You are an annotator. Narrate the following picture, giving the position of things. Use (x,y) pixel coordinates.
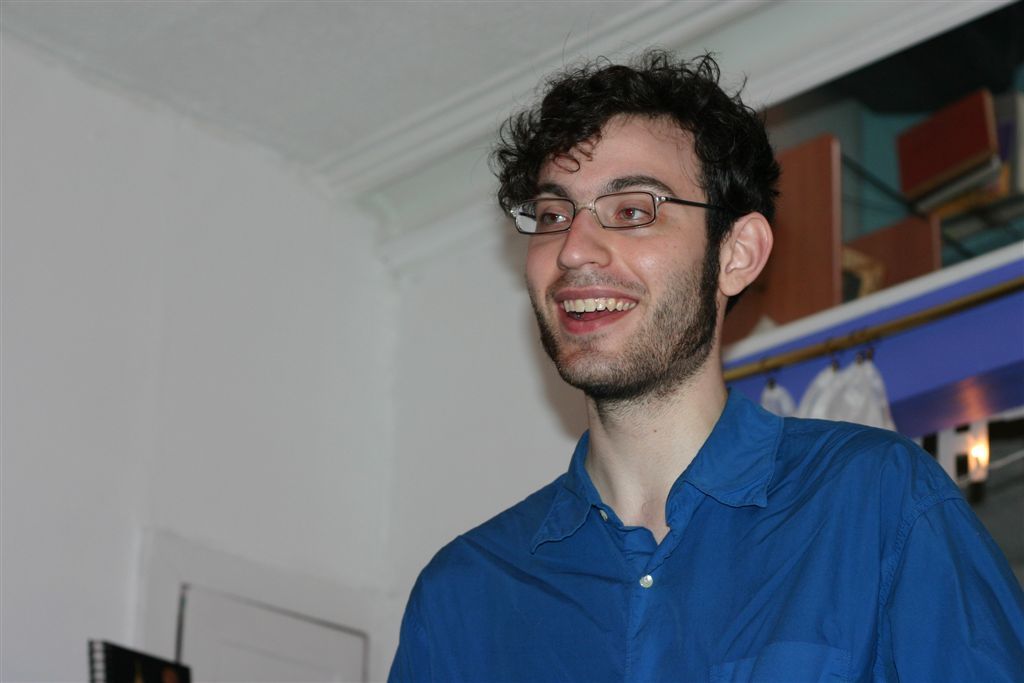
In the picture we can see a man (538,566) standing and he is with a blue color shirt (871,497) and smiling and behind him we can see a rack (1001,292) with some things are placed in it, and beside the man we can see a wall (376,453) which is white in color.
